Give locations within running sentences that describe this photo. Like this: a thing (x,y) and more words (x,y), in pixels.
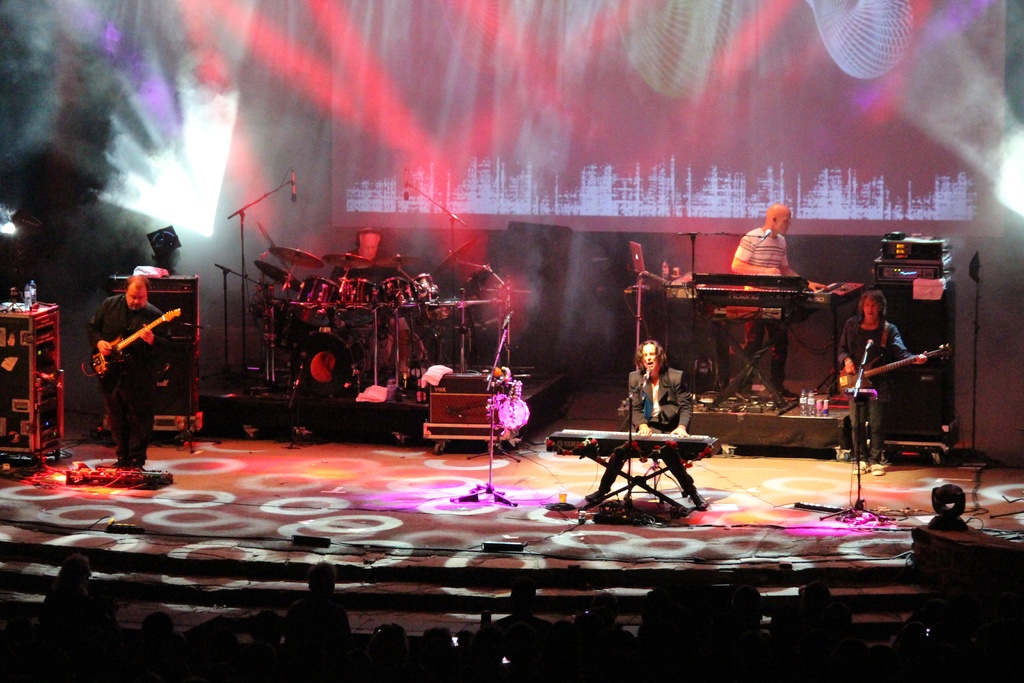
In this picture there are two men (870,328) who are playing guitar (120,338). There is a person (674,398) sitting and playing piano (664,439). To the right (759,250), we can see a person (752,267) standing. Few musical instruments (385,289) are kept on the corner. There is a bottle (35,298) on the desk (31,365). Some lights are seen in the background (218,112).
